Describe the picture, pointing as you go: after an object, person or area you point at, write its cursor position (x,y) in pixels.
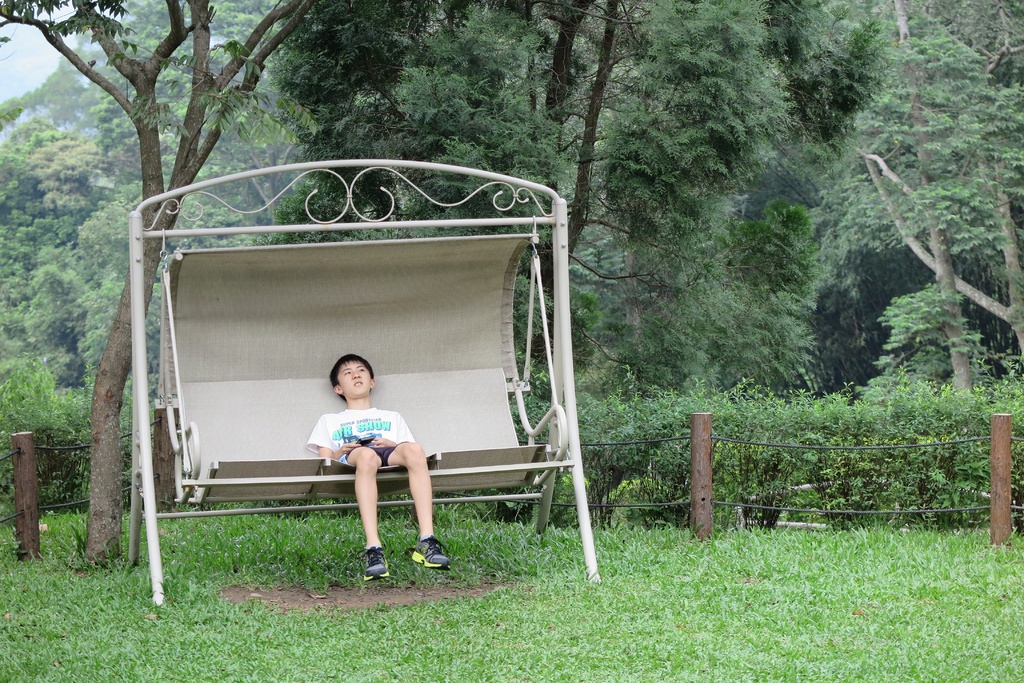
In this image we can see a boy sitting on the swing (295,449) and there is a fence (965,439) and we can see some plants (646,430) and trees (199,165) in the background (941,451) and we can see the grass (449,651) on the ground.
